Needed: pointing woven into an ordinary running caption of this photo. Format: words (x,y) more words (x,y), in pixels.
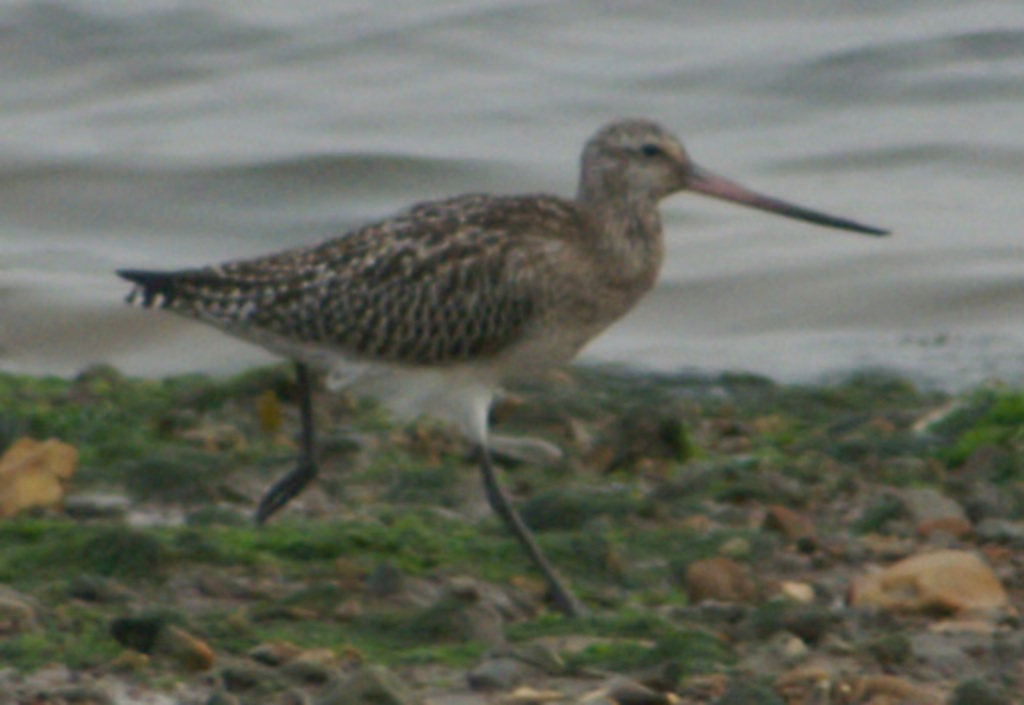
In the center of the image (432,387) we can see a bird (630,272). At the bottom of the image (580,574) we can see some stones (707,561) and grass (413,612). At the top of the image (460,144) we can see the water (486,80).
